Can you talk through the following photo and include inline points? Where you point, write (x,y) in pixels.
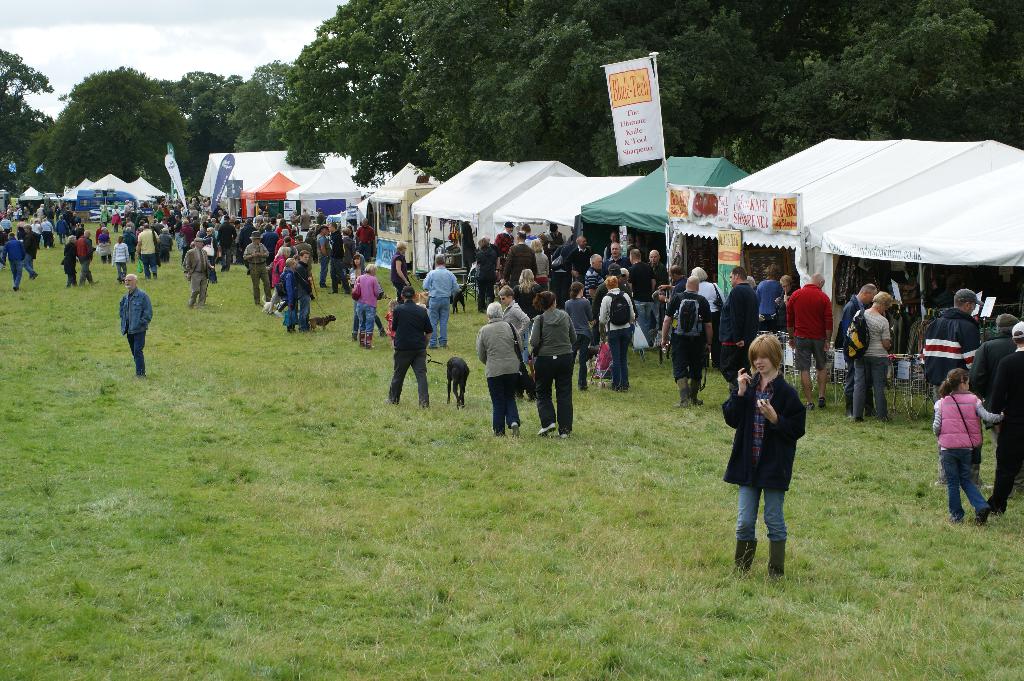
In this image there are so many people (824,348) walking on the grass (572,487) beside them there is a tent (830,256) and trees (958,7).
